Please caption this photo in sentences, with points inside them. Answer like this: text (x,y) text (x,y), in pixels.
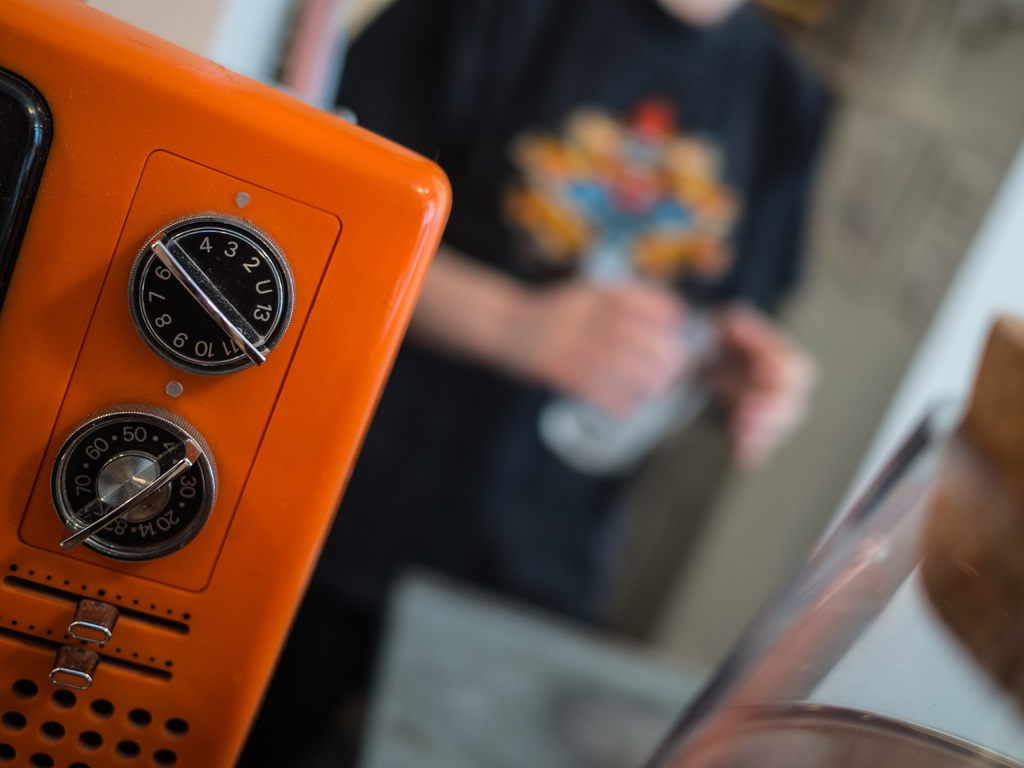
There is an electronic device (151,270) with some knobs (246,311). In the background (584,245) it is blurred. Also there is a person (722,306) standing.
